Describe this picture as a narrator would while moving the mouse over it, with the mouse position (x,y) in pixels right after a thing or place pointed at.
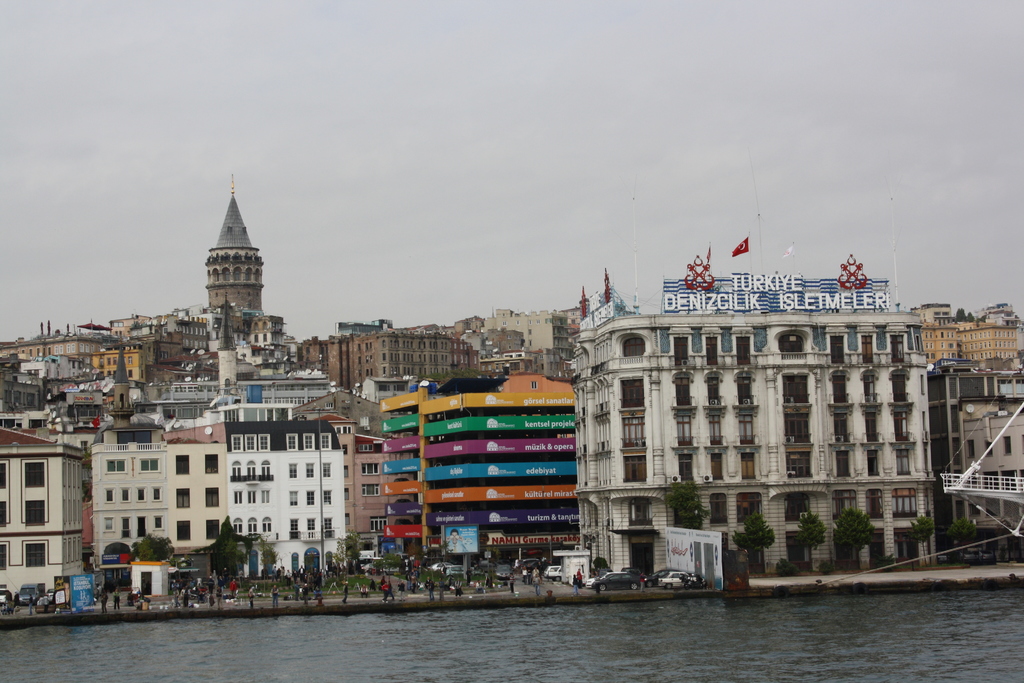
In this image at the bottom (715,654) there is the lake (659,664), beside the lake (672,657) there are some buildings (214,427), persons (233,587), vehicles (684,580), trees (970,529) visible in front of the building (720,527) on the road (905,574), at the top (376,162) there is the sky (424,206).
